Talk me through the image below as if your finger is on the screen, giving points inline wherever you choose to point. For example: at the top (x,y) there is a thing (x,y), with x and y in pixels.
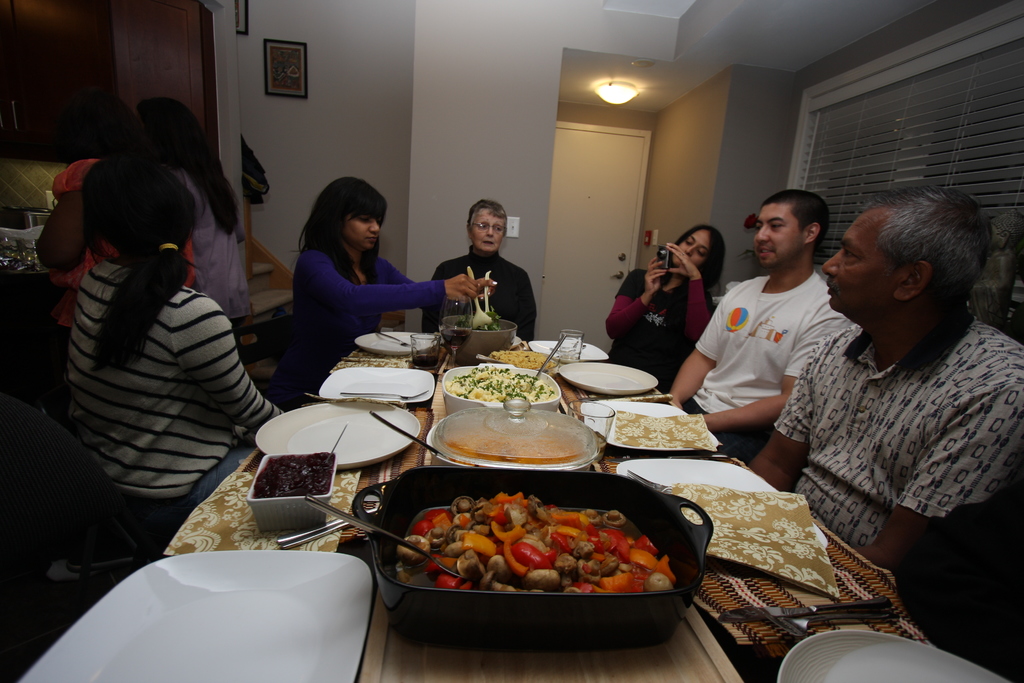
In this image I see number of people (431,303) who are sitting on chairs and I see a table (424,657) over here on which there are number of white plates (803,652) and I see number of food items (500,388) and I see the spoons (486,299) and knives (845,604). In the background (518,259) I see the wall (457,202) and I see the door (578,175) over here and I see a photo frame (296,65) over here and I see the light (626,91) over here.
